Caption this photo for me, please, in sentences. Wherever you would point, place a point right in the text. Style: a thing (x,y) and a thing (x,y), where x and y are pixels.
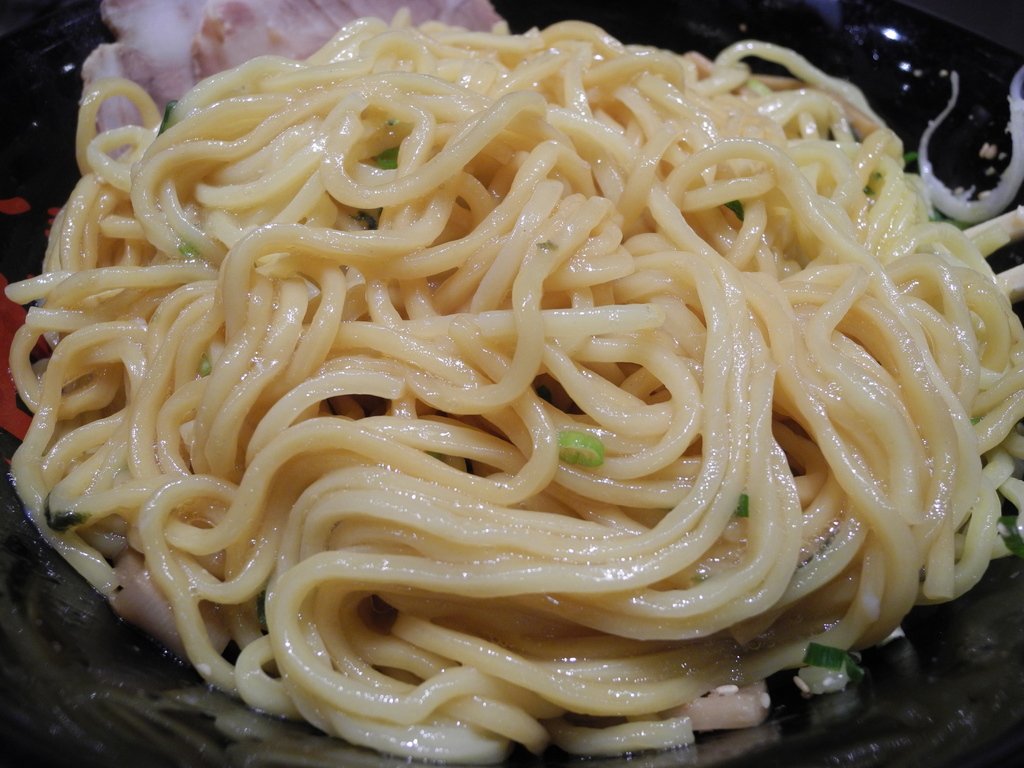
In this image we can see a group of noodles (272,557) placed in a bowl (959,180). In the background (343,2), we can see some meat (236,23).
